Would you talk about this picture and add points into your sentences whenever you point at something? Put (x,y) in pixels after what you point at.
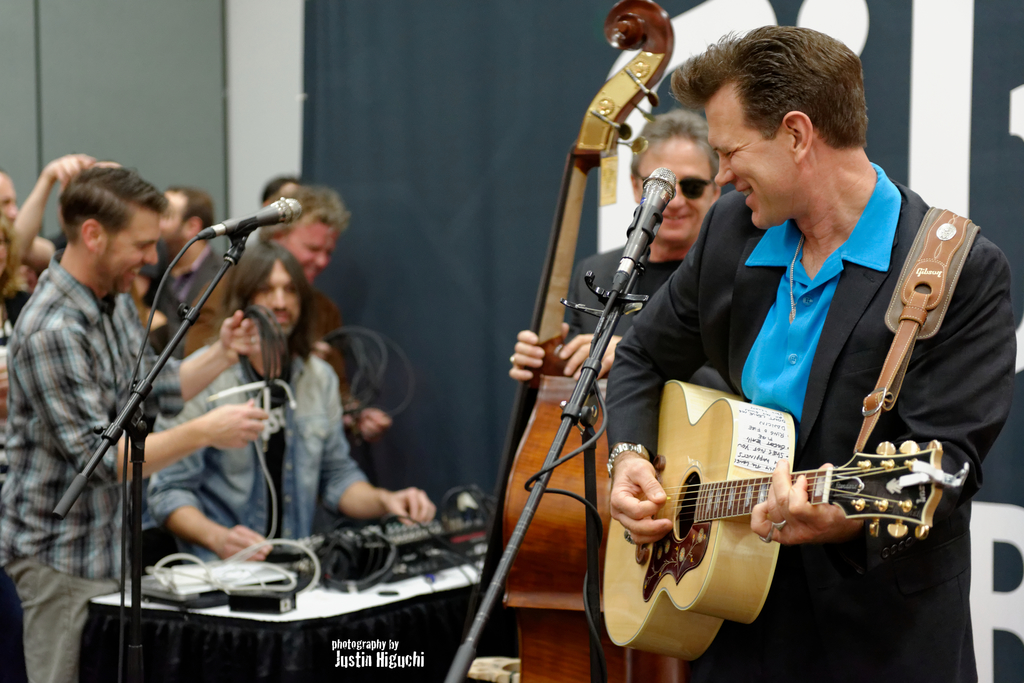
Here we can see two men (668,257) standing in front of a mike (619,289) and one playing guitar (762,495) and he is holding a smile (734,187) on his face (760,211). Here we can see some persons (85,361) standing and smiling near to these men (856,347). On the table (195,634) we can see devices (203,601). This person (196,383) is holding wires (250,317) in his hand (252,331).
